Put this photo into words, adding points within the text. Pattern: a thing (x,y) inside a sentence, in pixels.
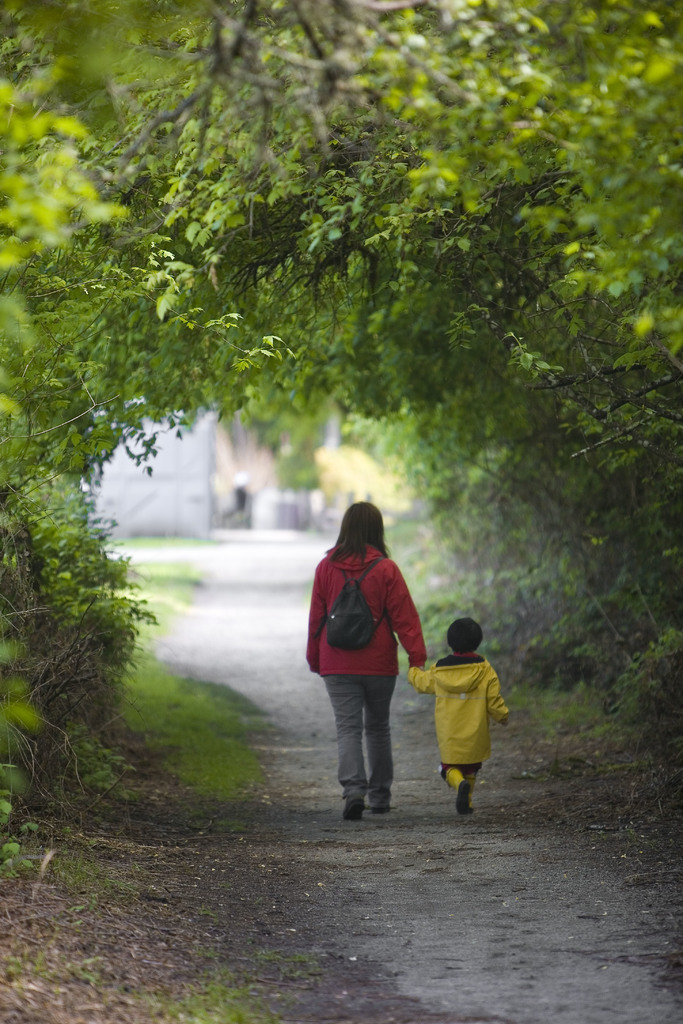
There are two persons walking on the road (312,816) and in the background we can see trees (59,778).
